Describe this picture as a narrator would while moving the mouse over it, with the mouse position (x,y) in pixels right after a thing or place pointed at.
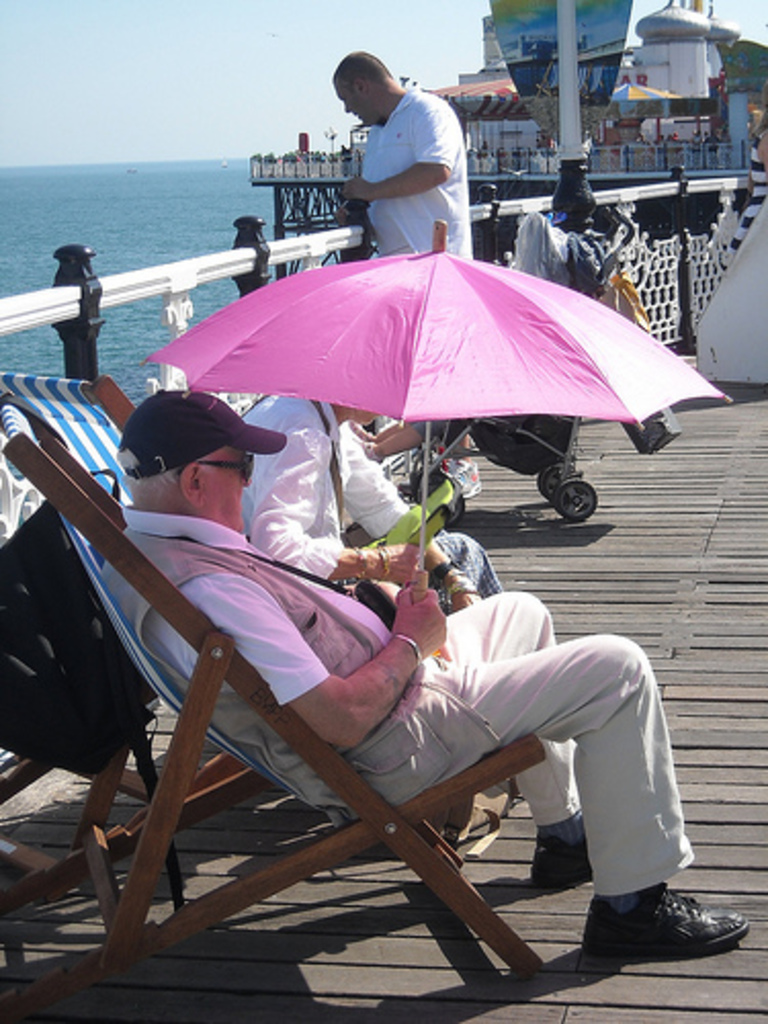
As we can see in the image there are few people (297,507) here and there, chair (2,405), house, fence (666,243), an umbrella (672,355), water (96,222) and sky (192,74).
